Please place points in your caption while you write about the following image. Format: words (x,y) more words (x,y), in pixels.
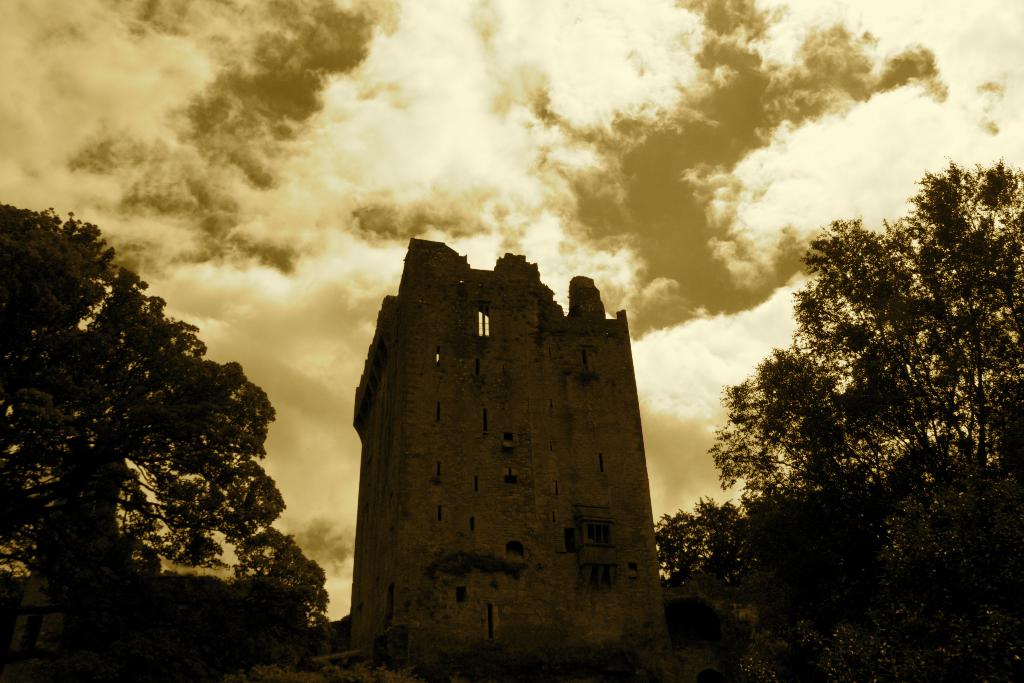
In the image there is a building (393,500) with walls (487,499) and windows (571,541). And also there are many trees (0,392). At the top of the image (258,97) there is a sky (646,309) with clouds (651,315).
